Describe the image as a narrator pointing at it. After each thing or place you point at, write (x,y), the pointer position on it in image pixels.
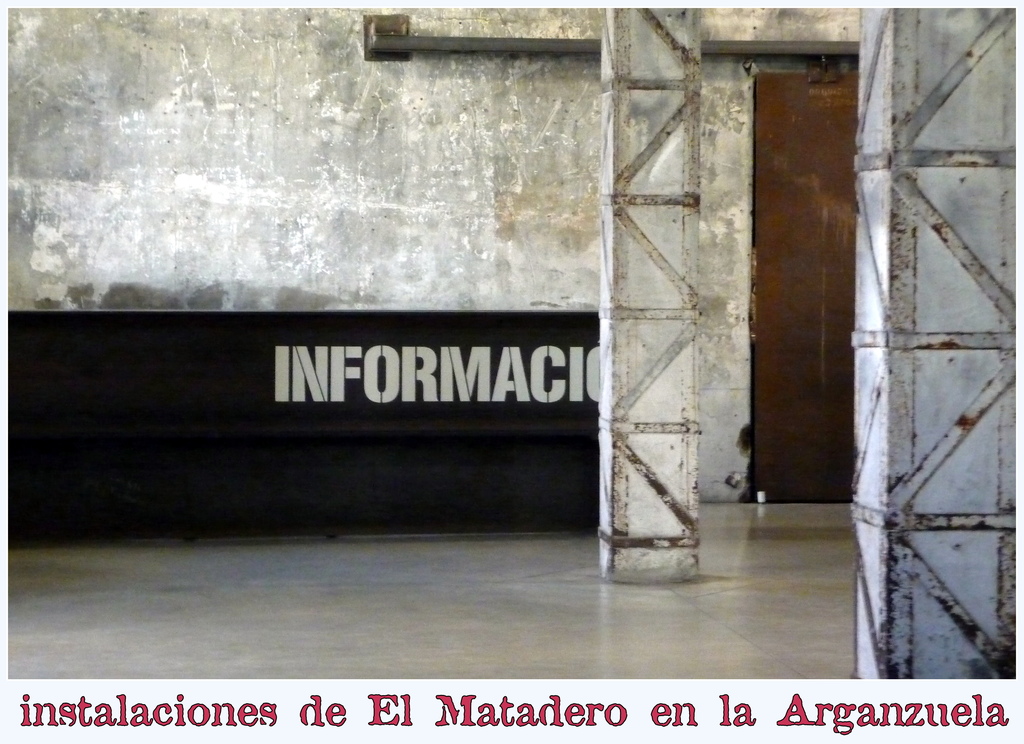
In this image we can see a wall (340,345) with some text (319,348) on it, some pillars (611,437) and a door (799,469). On the bottom of the image (48,714) we can see some text (64,704).
